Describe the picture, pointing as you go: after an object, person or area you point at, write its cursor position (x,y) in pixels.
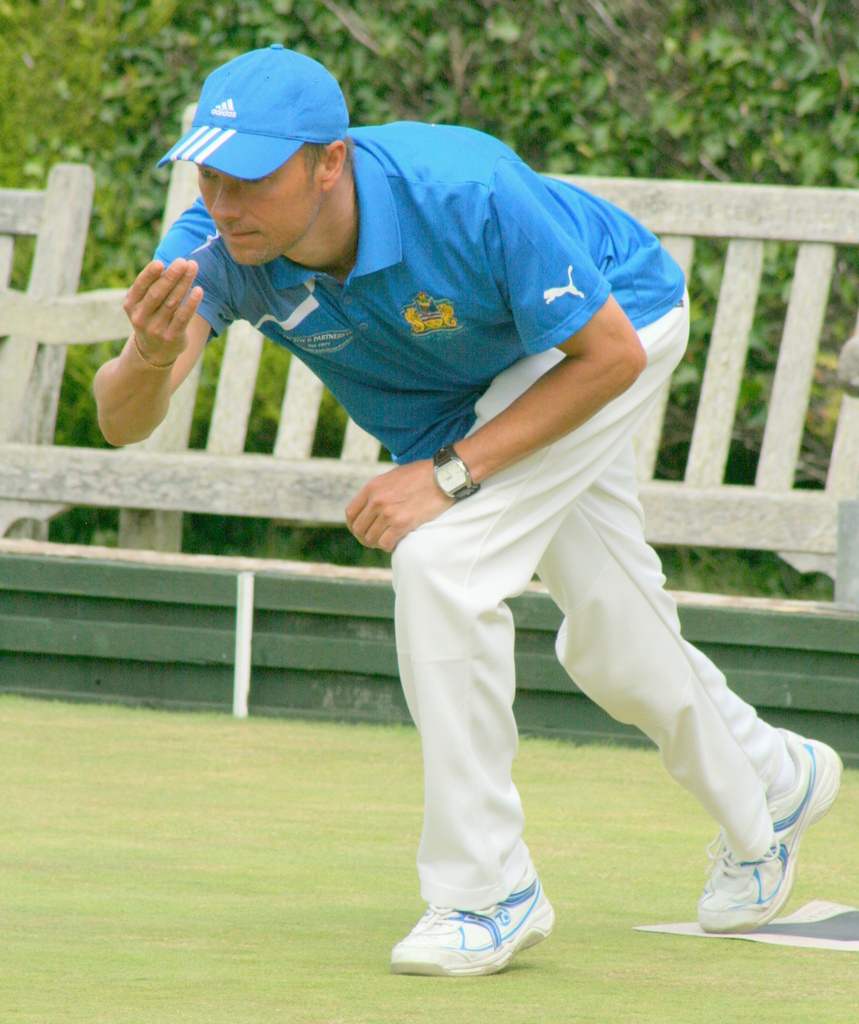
In the image we can see a man (514,626) wearing clothes (503,669), shoes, wristwatch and a cap (250,167). Here we can see grass (273,840), fence (785,440) and leaves (633,80).
